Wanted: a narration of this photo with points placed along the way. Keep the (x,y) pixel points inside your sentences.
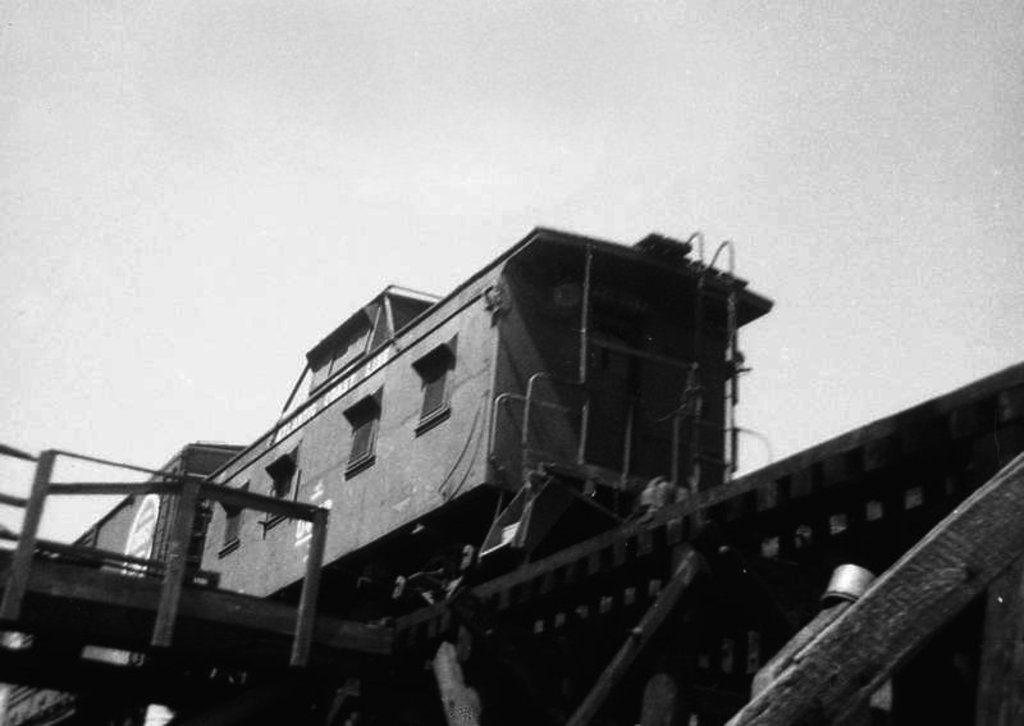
As we can see in the image there is a train (494,465), railway track (979,438) and sky (521,225).
